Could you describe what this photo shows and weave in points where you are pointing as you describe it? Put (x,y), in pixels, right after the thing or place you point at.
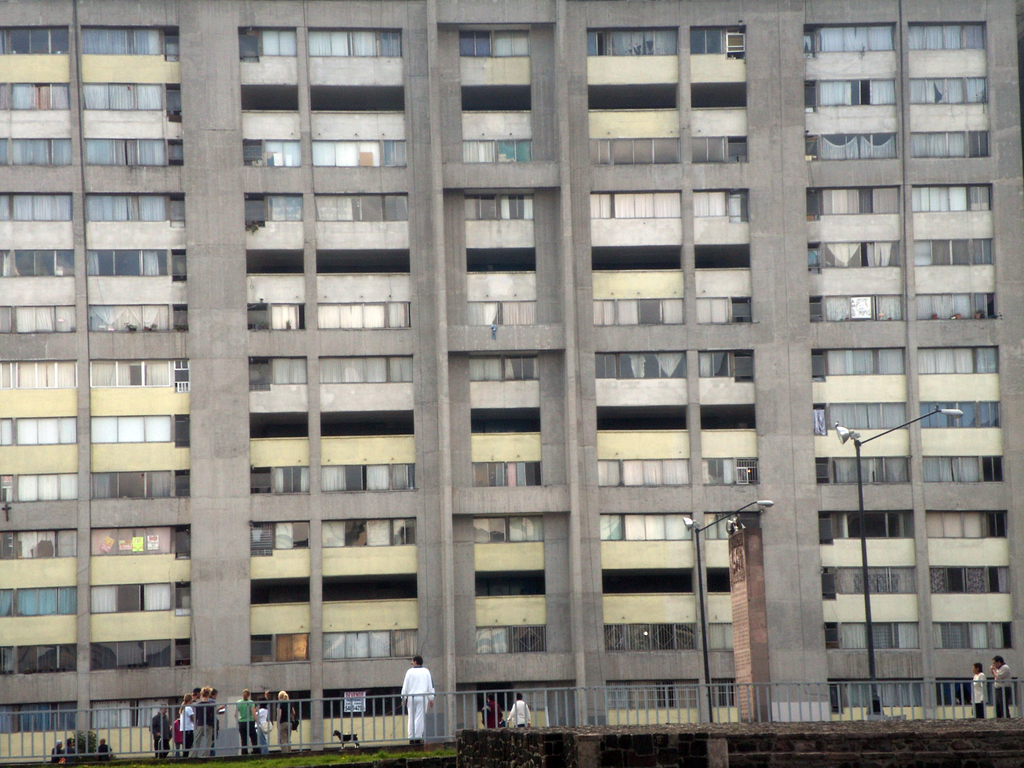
In this image there is a big building (94,316) to that building (646,674) there are windows (959,458), in front of the building (209,682) there is a road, on that road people (194,704) standing and there is a fencing (769,697) and poles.
